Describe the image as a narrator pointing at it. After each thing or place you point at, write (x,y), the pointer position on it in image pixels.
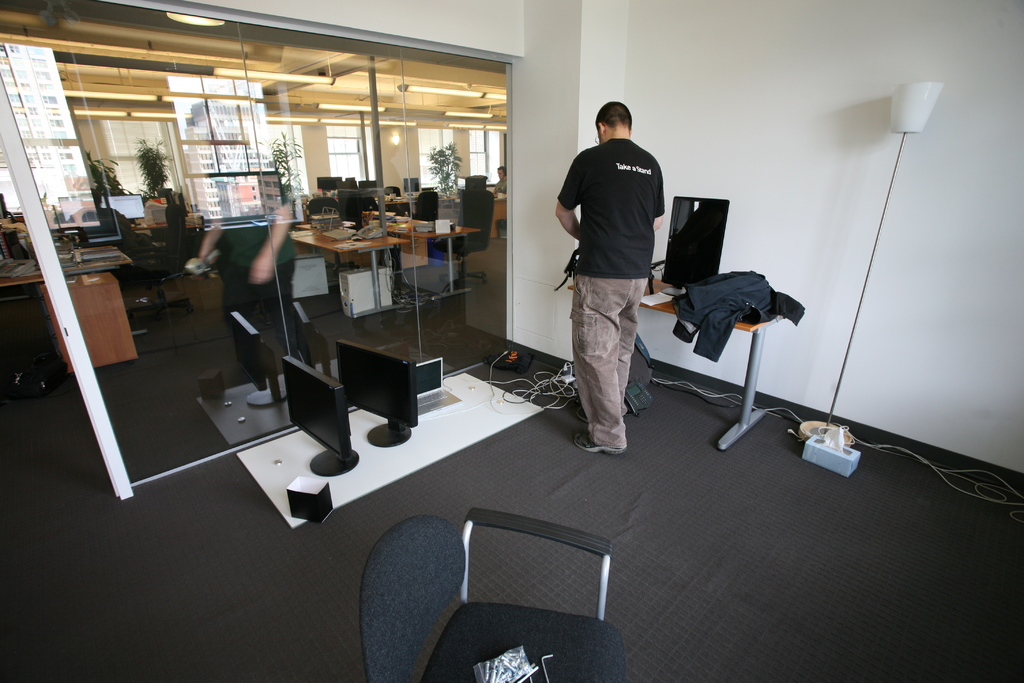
In the picture we can see a man (631,312) standing near the table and doing the work, in the front of him there is a glass wall (196,303), behind the glass wall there is a one more person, tables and chairs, and we can also see a lamp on a stand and one chair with monitors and laptop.
